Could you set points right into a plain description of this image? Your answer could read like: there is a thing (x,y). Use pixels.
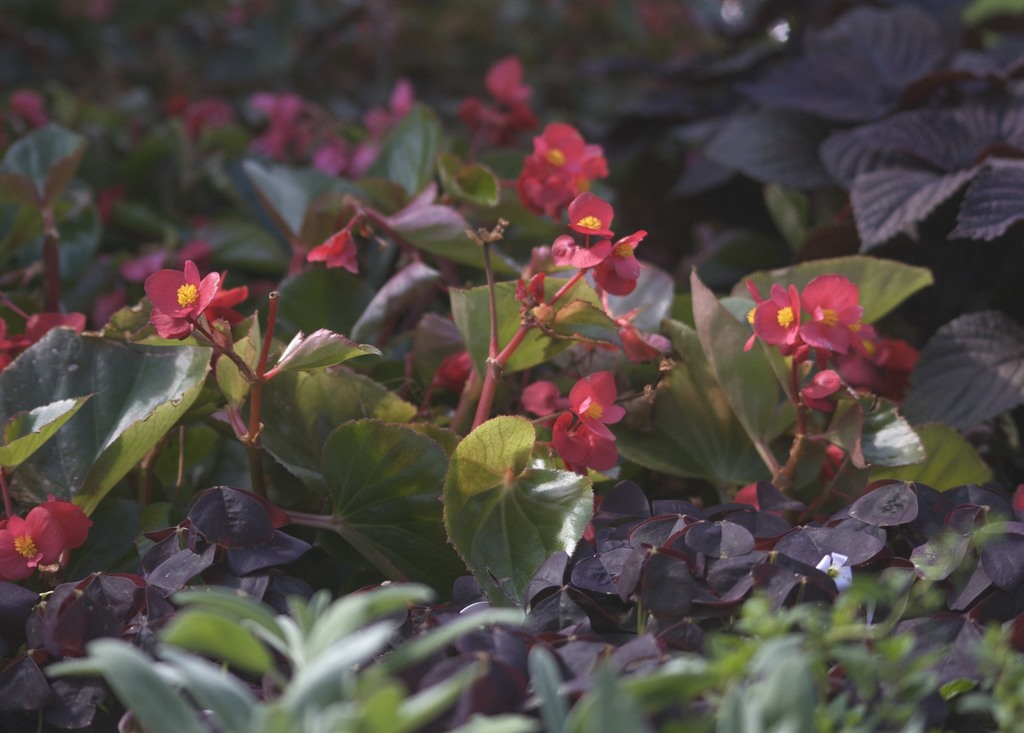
In this image we can see some plants (699,438) and flowers (607,217).
